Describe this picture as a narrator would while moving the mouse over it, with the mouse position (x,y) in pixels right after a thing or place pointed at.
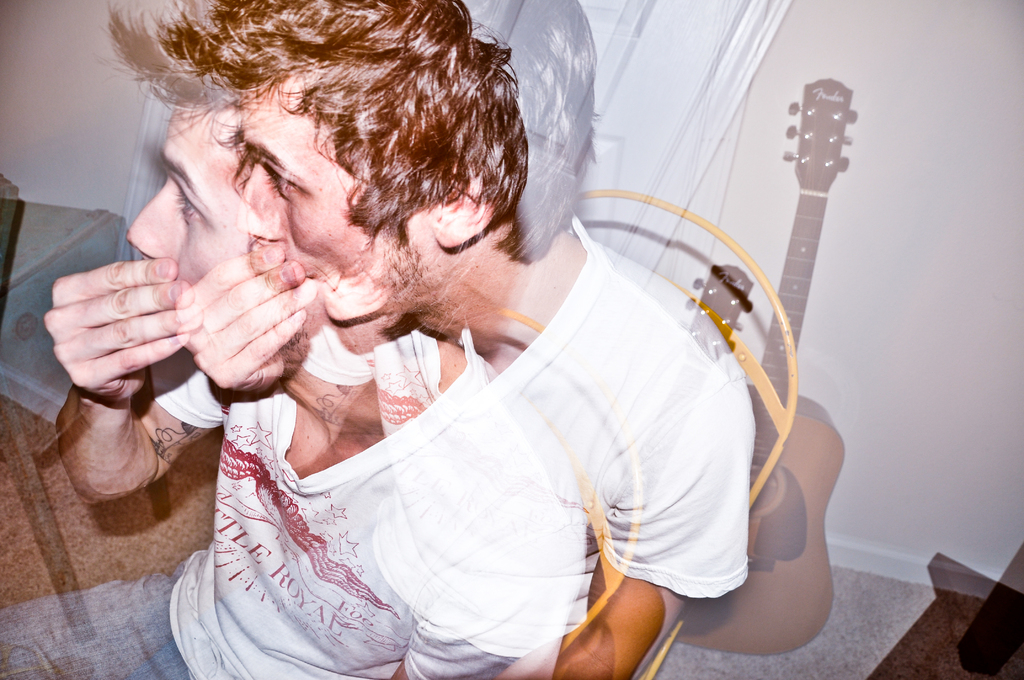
In this picture we can see a man (464,511) is sitting on a chair (758,489), on the right side (775,489) there is a guitar (789,487), we can see a wall (879,116) and a door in the background (883,53).
